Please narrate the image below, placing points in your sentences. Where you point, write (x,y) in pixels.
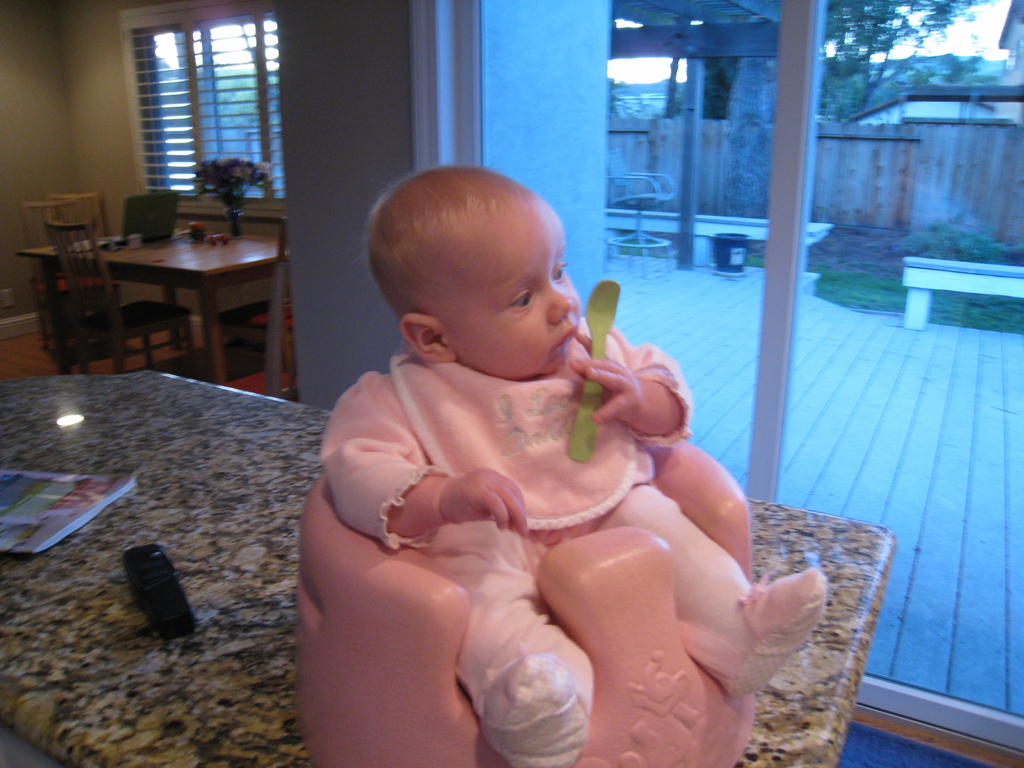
In this image in the front (538,492) there is a kid (553,493) sitting on the seat (543,591) holding a spoon (596,387) which is green in colour and which is on the table (220,613) in the center (455,498) and there is a remote (172,587) and there are papers (64,517) on the table (206,536). In the background (193,183) there are windows (263,55) and there is a table (205,258), on the table (191,259) there are objects (175,220) and there is a flower vase (227,188) and there are empty chairs (83,218) and behind the windows (735,76) there are trees (742,79), there is a wooden fence (862,176) and there's grass (948,306) on the ground (967,303).
